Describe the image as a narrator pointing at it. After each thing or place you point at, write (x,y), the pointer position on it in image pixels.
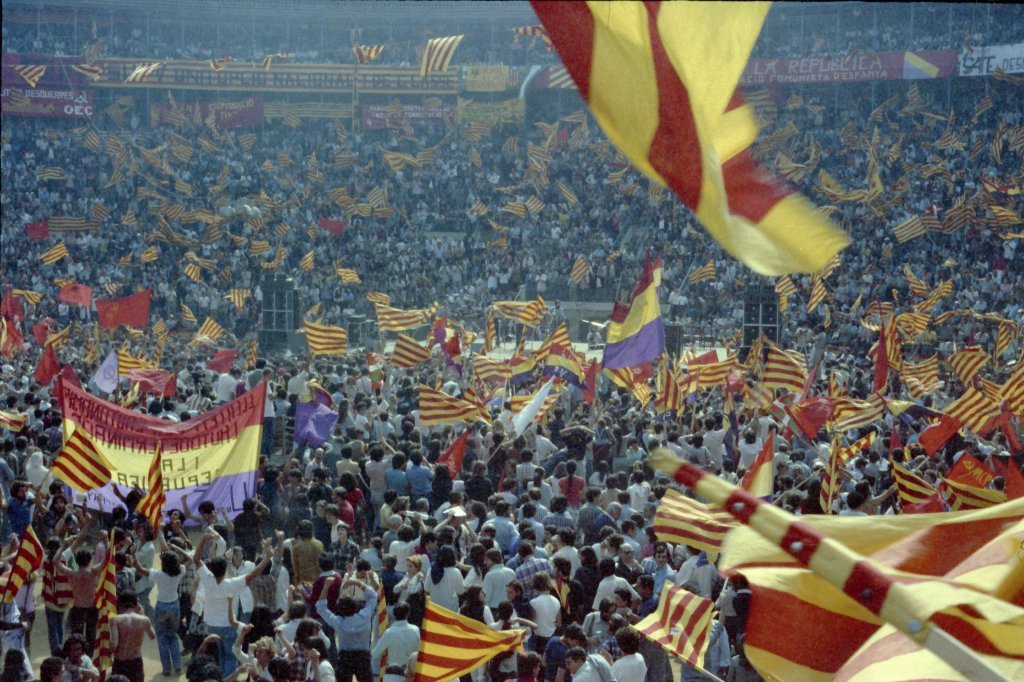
In this image there are people (646,455) standing and waving flags (699,145).
